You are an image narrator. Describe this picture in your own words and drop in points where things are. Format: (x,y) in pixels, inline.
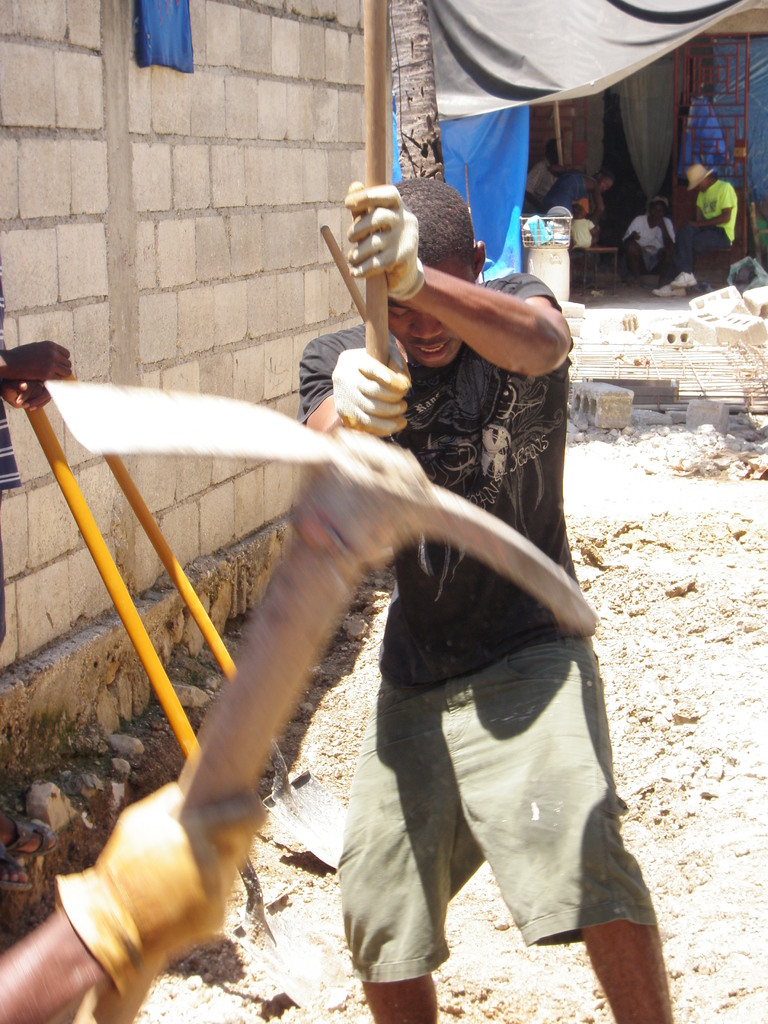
In this picture there are three persons (371,404) in the foreground (535,793) standing and holding the object (261,735). At the back (753,132) there are group of people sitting under the tent (635,40) and there is a door (738,82) and curtain (670,106). At the back (328,12) there is a tree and wall (297,47). At the bottom (764,789) there are stones (691,549) and there is mud (685,542).
